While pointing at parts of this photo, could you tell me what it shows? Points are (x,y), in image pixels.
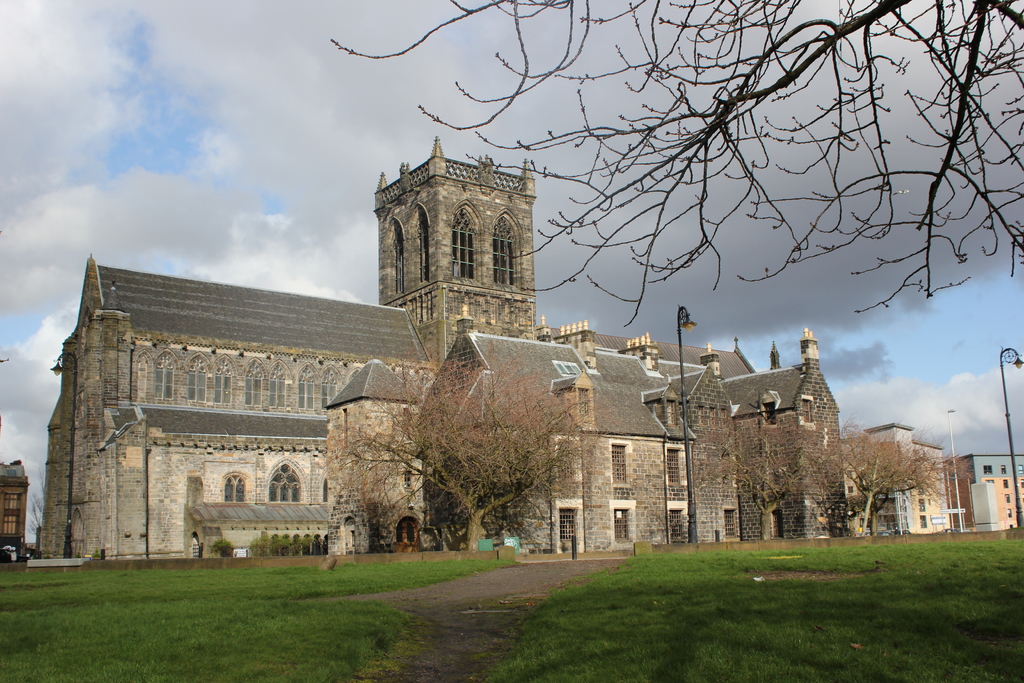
In the picture I can see buildings (630,464), trees (773,471), street lights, the grass (318,589) and some other objects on the ground (873,548). In the background (185,142) I can see the sky (250,143).
